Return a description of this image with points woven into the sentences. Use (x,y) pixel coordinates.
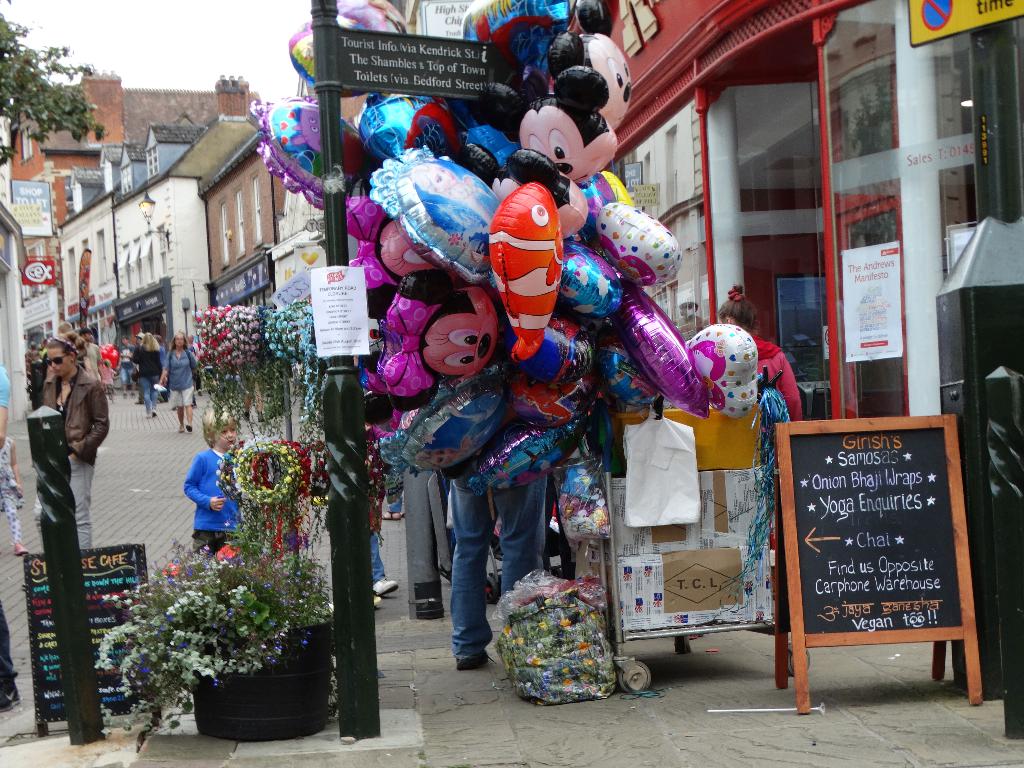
This is the picture of a city (749,243). In the foreground (475,495) there are balloons (470,483) and flowers (262,325). There are boards (323,333) on the pole (349,701). There are group of people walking and standing on the road (182,434) and footpath (192,416). At the back (116,276) there are buildings (136,253) and there is a tree (33,109). At the top (136,63) there is sky (159,60). At the bottom (158,551) there is a road (161,435).
